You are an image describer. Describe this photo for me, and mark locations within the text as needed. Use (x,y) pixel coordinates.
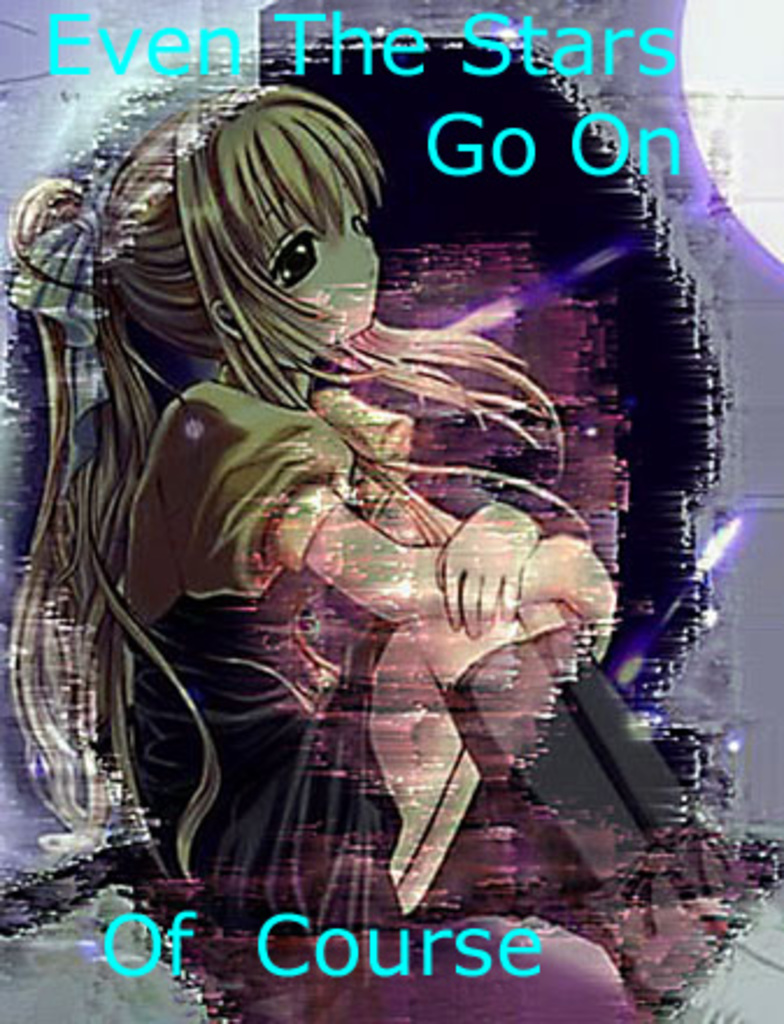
In this image, we can see depiction of a person (370,502) and some text (150,923).
